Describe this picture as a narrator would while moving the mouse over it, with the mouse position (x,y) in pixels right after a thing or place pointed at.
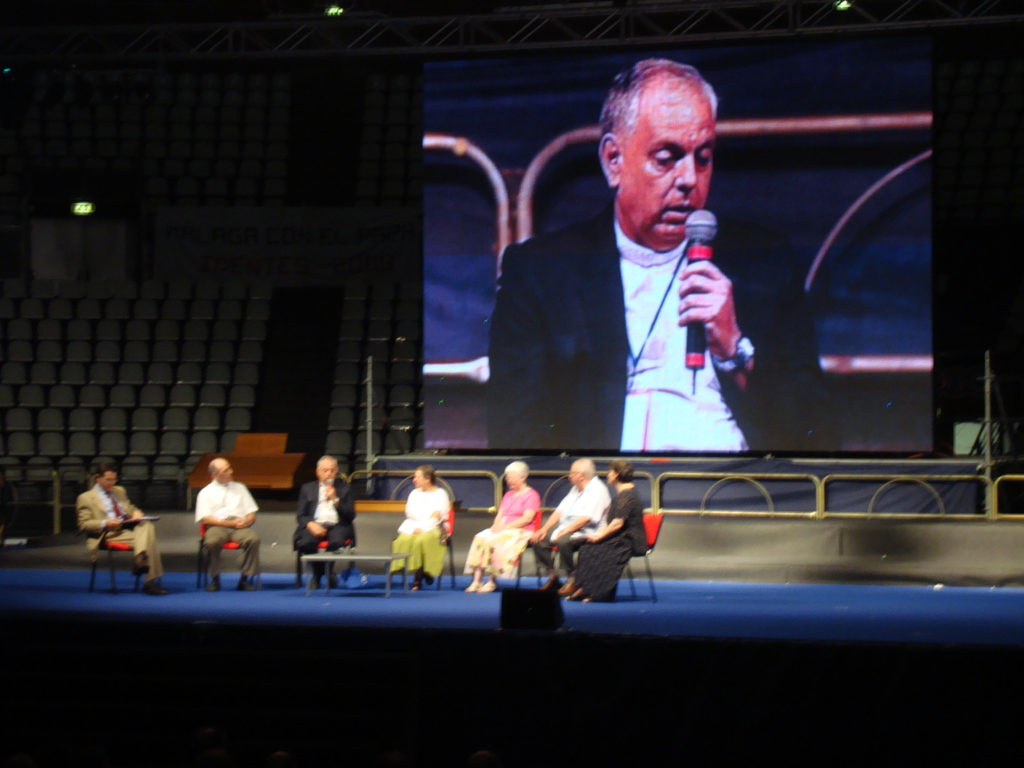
In this image at the center (584,492) people (573,583) are sitting on the chairs (645,555) on the blue color mat (671,580). In front of them there is a table (334,554) and on top of it there are few objects (350,547). In the background of the image (348,371) there are chairs (343,385), projector screen (701,347), railing (863,517). At the top of the image (835,12) there are lights (336,13).
